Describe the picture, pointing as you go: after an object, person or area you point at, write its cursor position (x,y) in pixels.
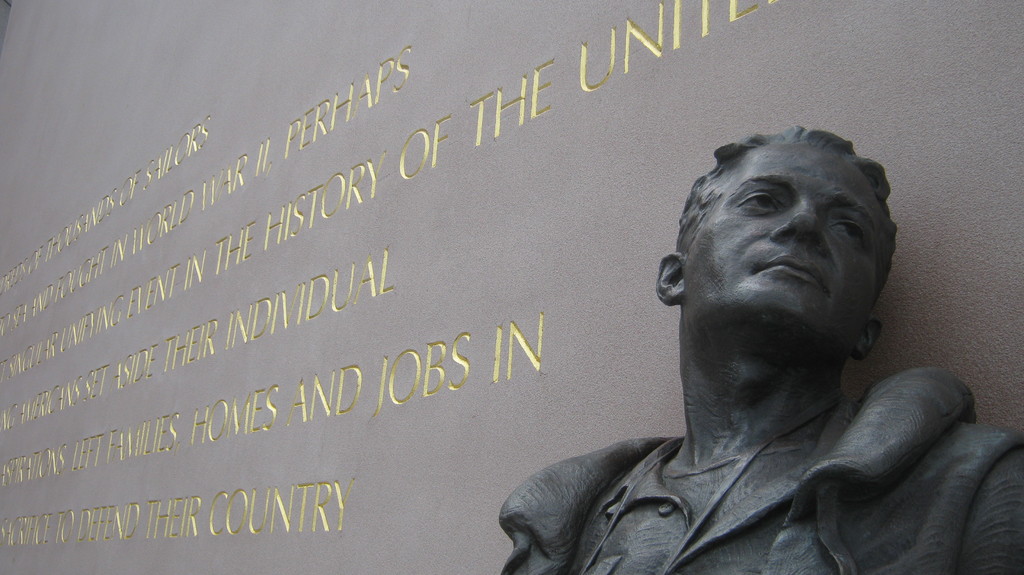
In this image we can see the sculpture (753,256) near the wall (661,367) and we can see the text (270,212) written on the wall (303,159).
